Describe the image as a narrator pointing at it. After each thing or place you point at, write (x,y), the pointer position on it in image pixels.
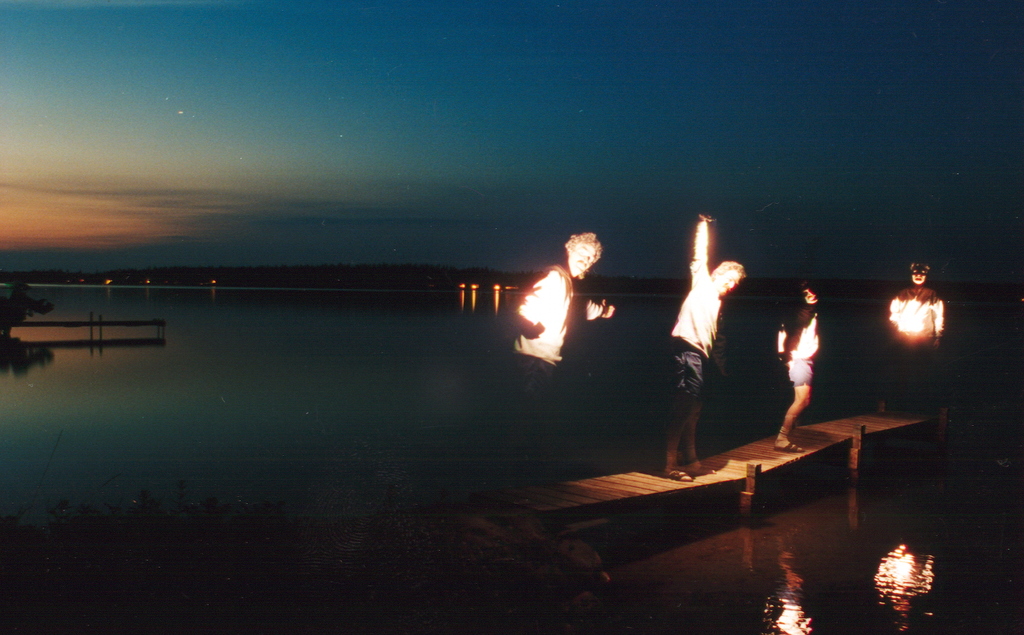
In this picture we can see people (685,410) on a platform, where we can see water (299,433), lights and some objects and we can see sky (986,222) in the background (989,202).
